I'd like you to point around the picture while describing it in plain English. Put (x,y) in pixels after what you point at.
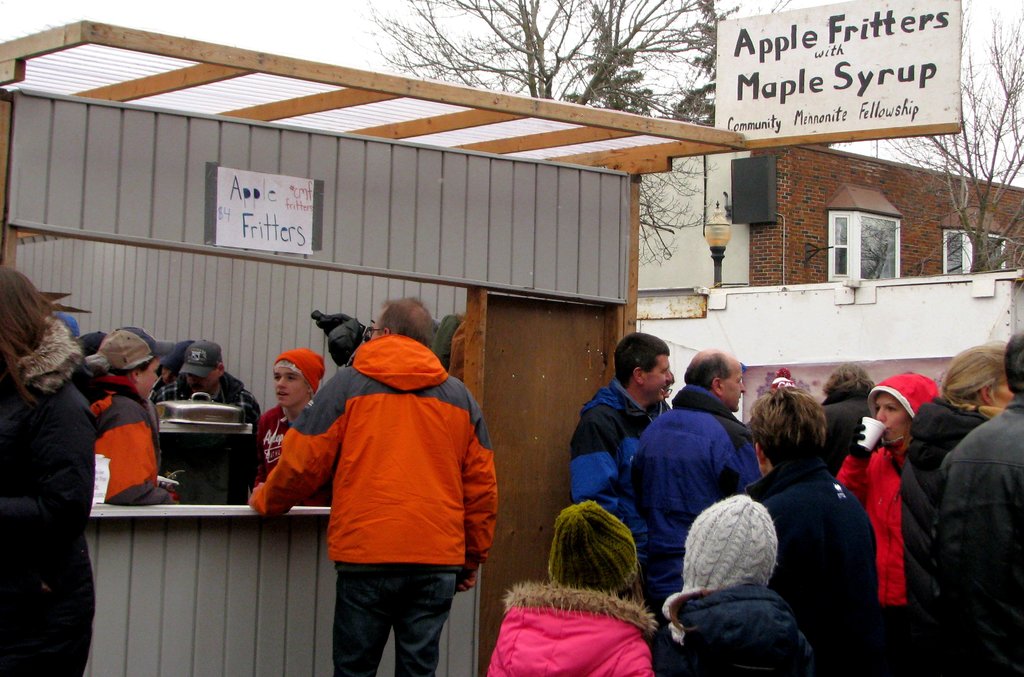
There are people (781,462) and we can see boards (275,198), wall (398,166), door (522,426) and object (765,175). In the background (793,247) we can see house (820,214), light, windows (833,217), trees (690,90) and sky (305,48).
